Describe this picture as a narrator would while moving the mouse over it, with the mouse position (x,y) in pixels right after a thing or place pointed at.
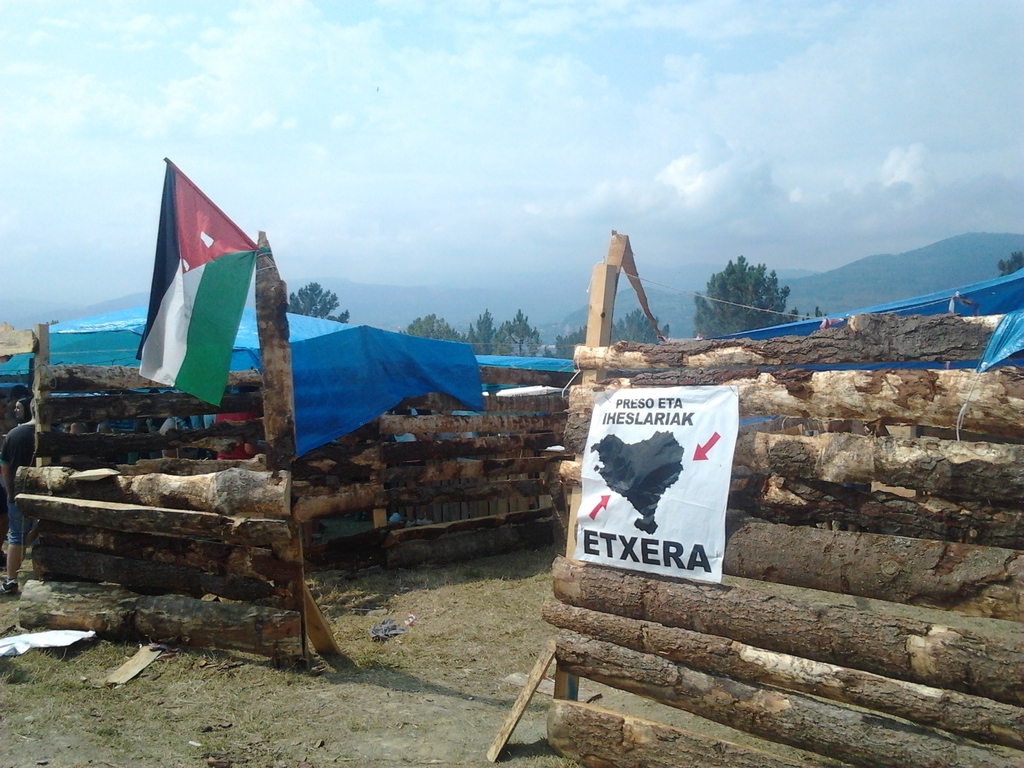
In this image there is a wooden fence (570,612), there is a poster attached to the fence (279,415) and a flag (216,355), there are few people (20,417), few tents (764,334), few mountains (626,315) in which some mountains (877,287) are covered with fog (536,284), few trees (489,330) and some clouds (75,170) in the sky (522,231).
